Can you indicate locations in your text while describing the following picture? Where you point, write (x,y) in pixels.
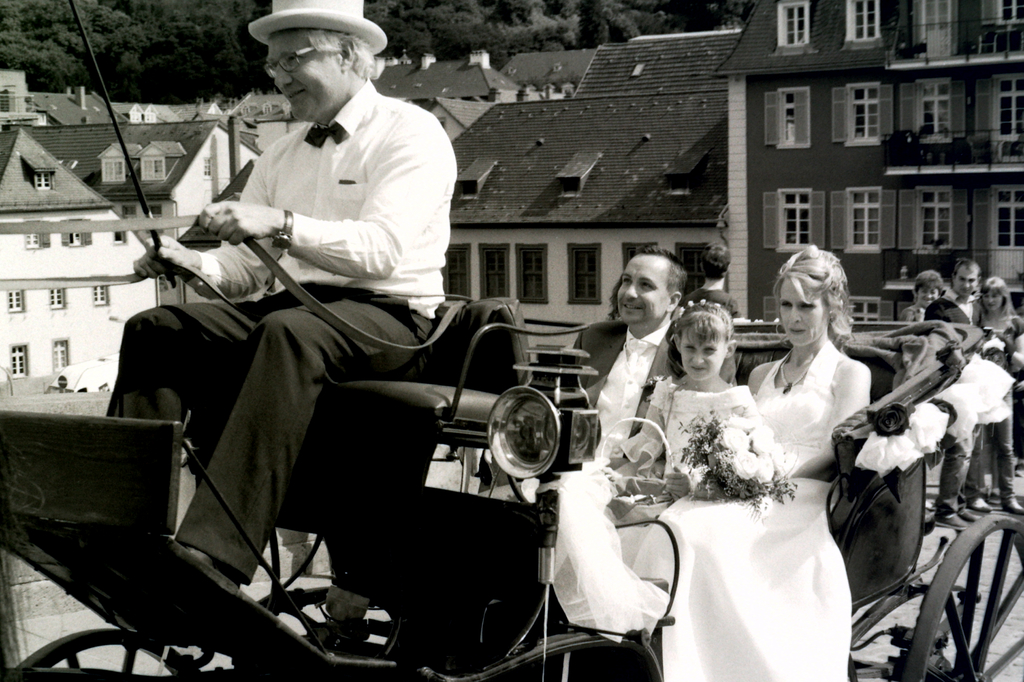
In this picture I can see a cart (565,450) on which I can see 2 men (331,16), a girl (683,367) and a woman (791,341) who are sitting and I see that the man (380,133) on the left (228,306) is holding a stick (157,248) and the belt (132,227) in his hands (160,236) and the woman (808,301) is holding a bouquet (759,468). In the background (26,349) I can see number of buildings (520,164) and the trees (425,42). On the right side of this picture (1010,439) I can see 3 persons (977,316). I see that this is a black and white image.
